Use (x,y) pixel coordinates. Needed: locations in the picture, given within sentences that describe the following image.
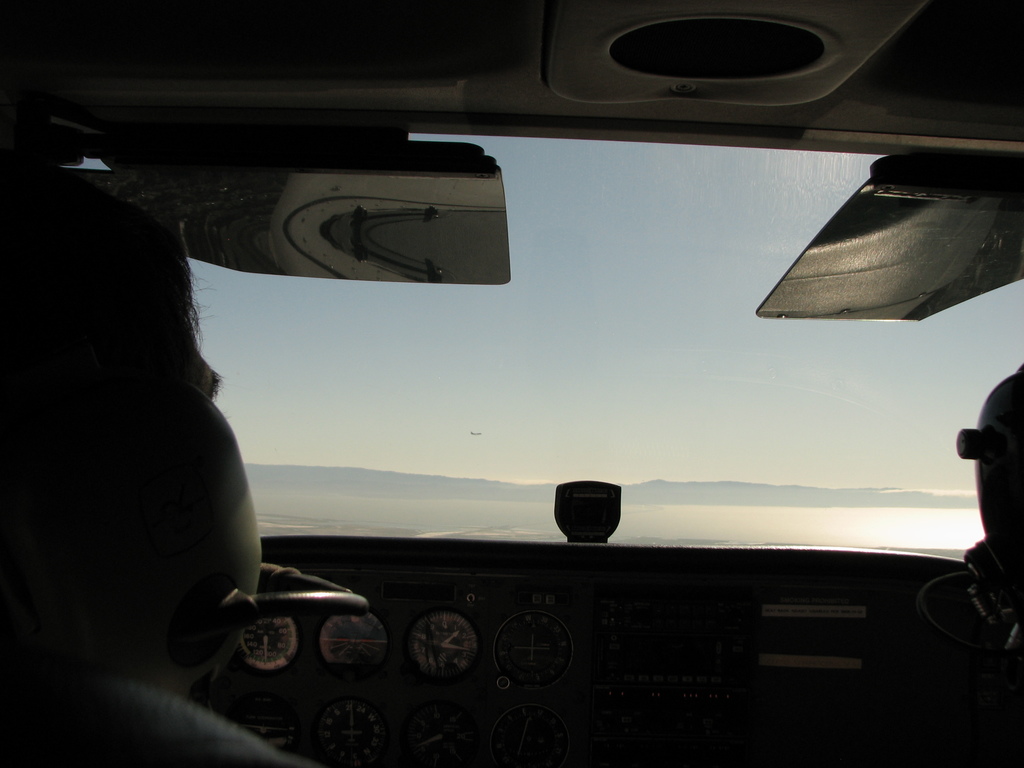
In this image, I can see the inside view of a vehicle (961,593). On the left side of the image (199,717), there is a person (161,726) in the vehicle (353,555). I can see the hills (312,470) and the sky (689,265) through the windshield (685,281).
